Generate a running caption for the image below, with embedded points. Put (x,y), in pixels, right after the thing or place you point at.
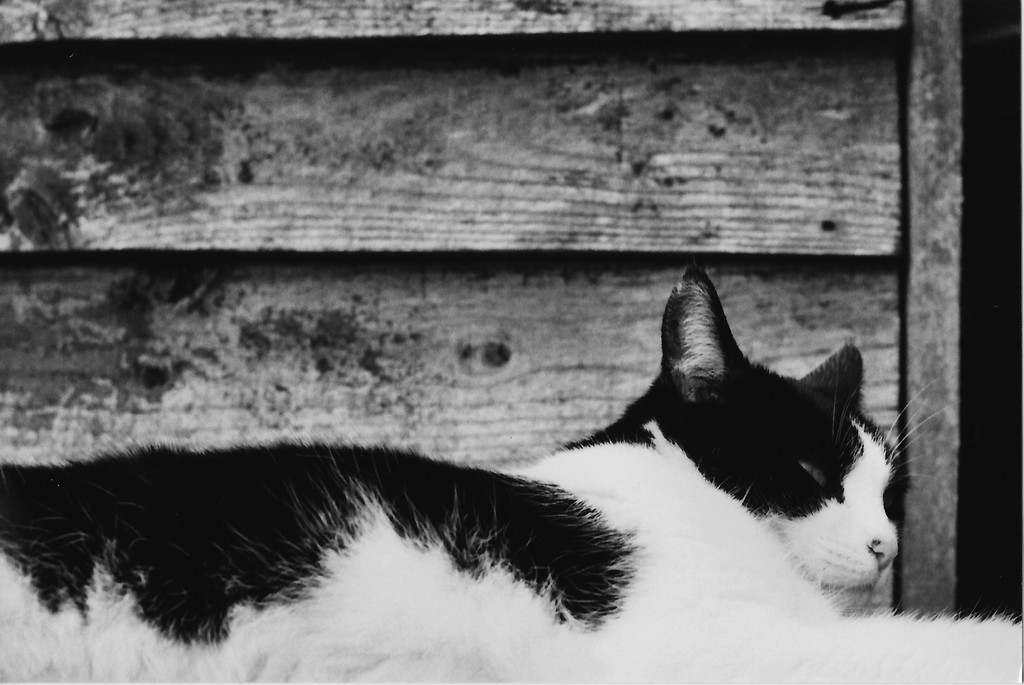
In this picture there is a cat (203,539) at the bottom side of the image (527,567) and there is a wooden wall (527,180) behind it.
